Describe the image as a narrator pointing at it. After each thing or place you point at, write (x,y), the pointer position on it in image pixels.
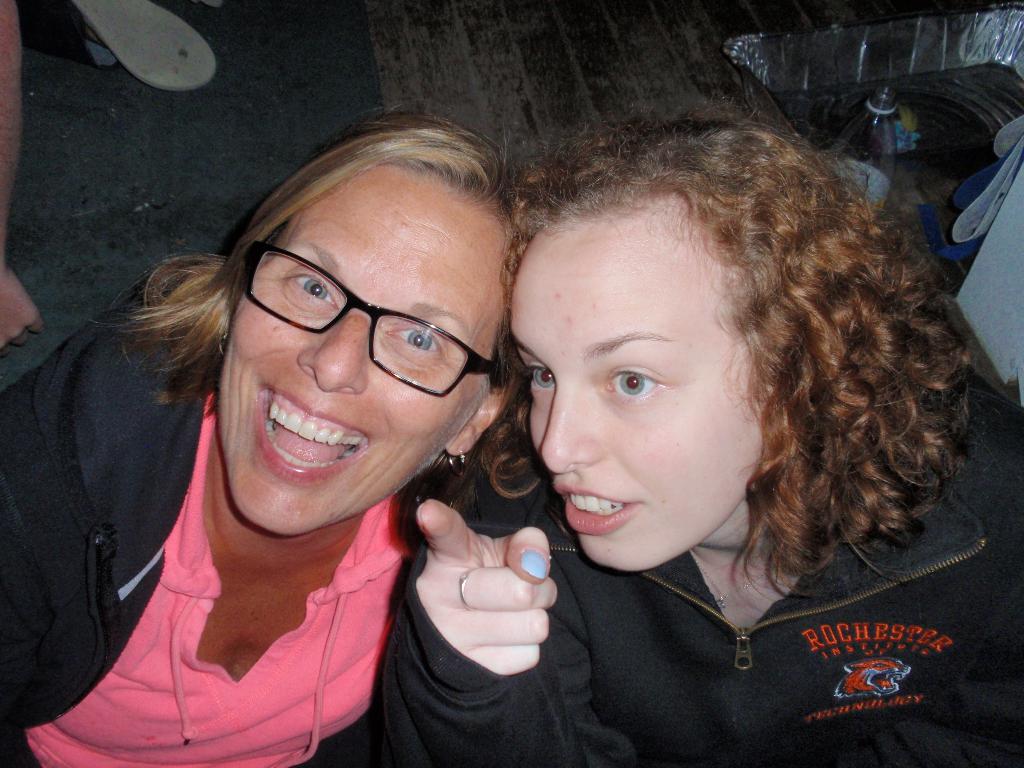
In the picture I can see two women (596,386) among the woman (347,381) on the left side (298,385) is wearing spectacles (403,344). In the background (883,151) I can see a bottle (871,147), footwear (162,36) and some other objects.
